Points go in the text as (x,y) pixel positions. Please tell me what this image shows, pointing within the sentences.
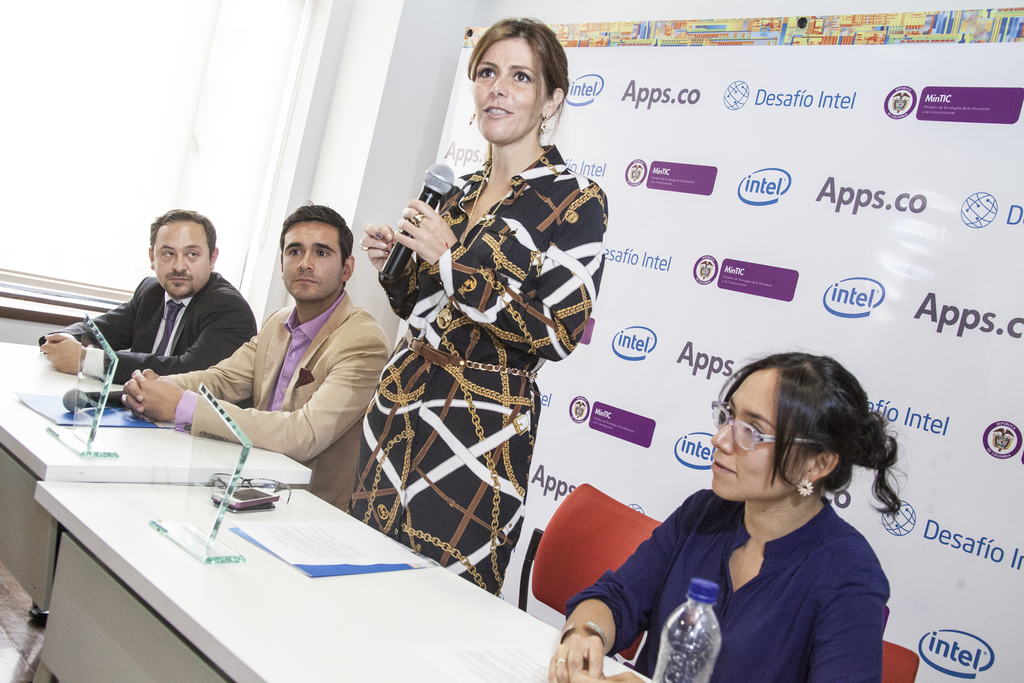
In this picture we can observe four members (462,325). Two of them are men (296,341) and the remaining two are women (730,501). One of the woman (494,196) is standing and holding a mic (420,193) in her hand (415,207). In front of them there is a table (137,489) on which we can observe some papers (297,536) and a water bottle (676,632). In the background (712,259) there is a poster (630,148). On the left side (106,116) there is a window (114,141).
